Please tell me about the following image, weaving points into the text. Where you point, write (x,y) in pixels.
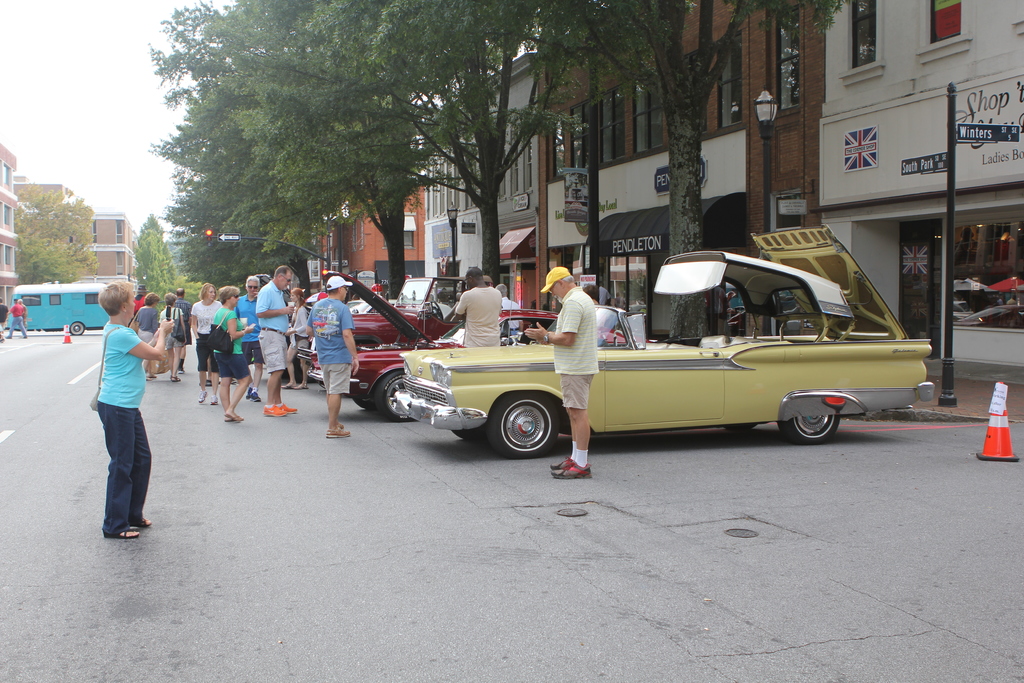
These are the cars (408,370), which are parked. I can see groups of people (238,331) standing and few people (126,375) walking. These are the buildings (637,127) with the glass doors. I can see the trees (221,206). On the right side of the image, I can see a cone barrier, which is placed on the road (985,479). These are the address boards (974,127), which are attached to the poles (949,218) This is the sky (133,124).
